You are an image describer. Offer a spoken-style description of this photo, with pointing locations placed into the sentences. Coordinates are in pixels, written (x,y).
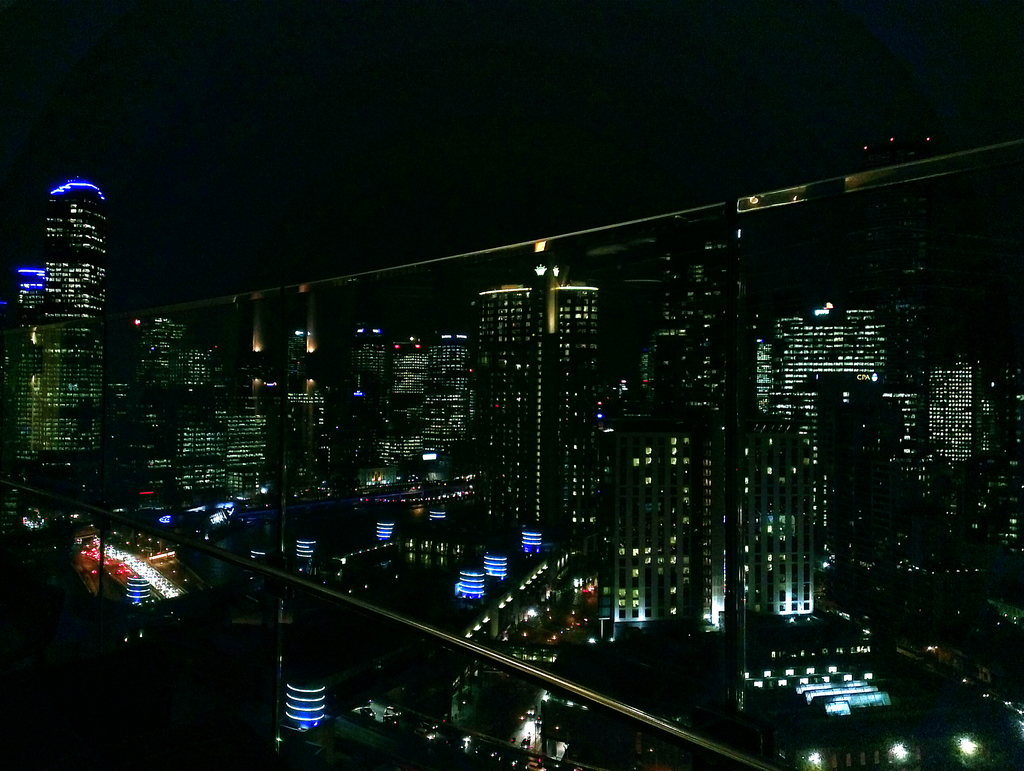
In this image we can see many buildings (468,431) and skyscrapers (604,472). There are many vehicles (464,740) at the bottom of the image (430,723). There is a glass fence (400,427) in the image. There is a dark background (342,110) at the top of the image (392,116).
